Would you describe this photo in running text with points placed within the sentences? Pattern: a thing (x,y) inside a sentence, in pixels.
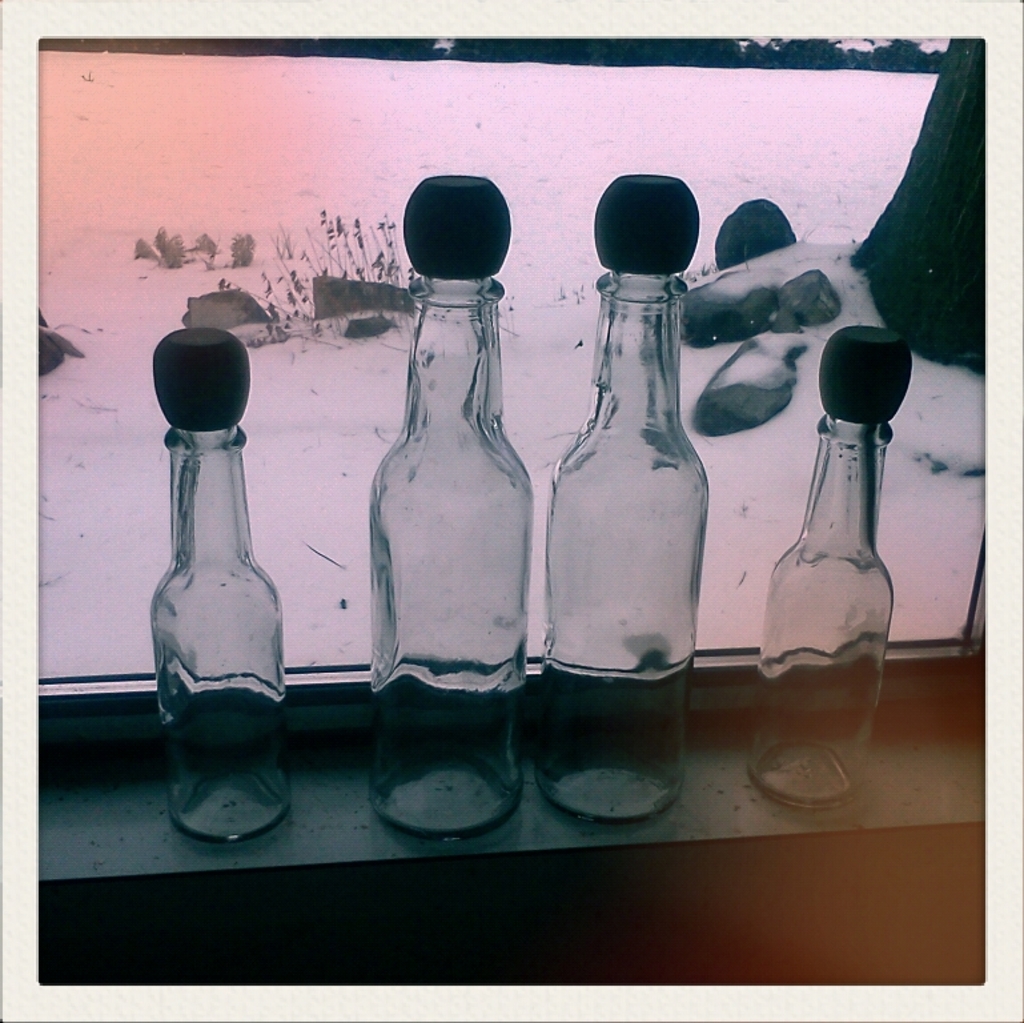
In this picture there are four bottles (562,599) of two different sizes which are placed on a windowsill (503,837). In the background (752,305) there is a snow (348,156) on the rocks (339,278) here.
